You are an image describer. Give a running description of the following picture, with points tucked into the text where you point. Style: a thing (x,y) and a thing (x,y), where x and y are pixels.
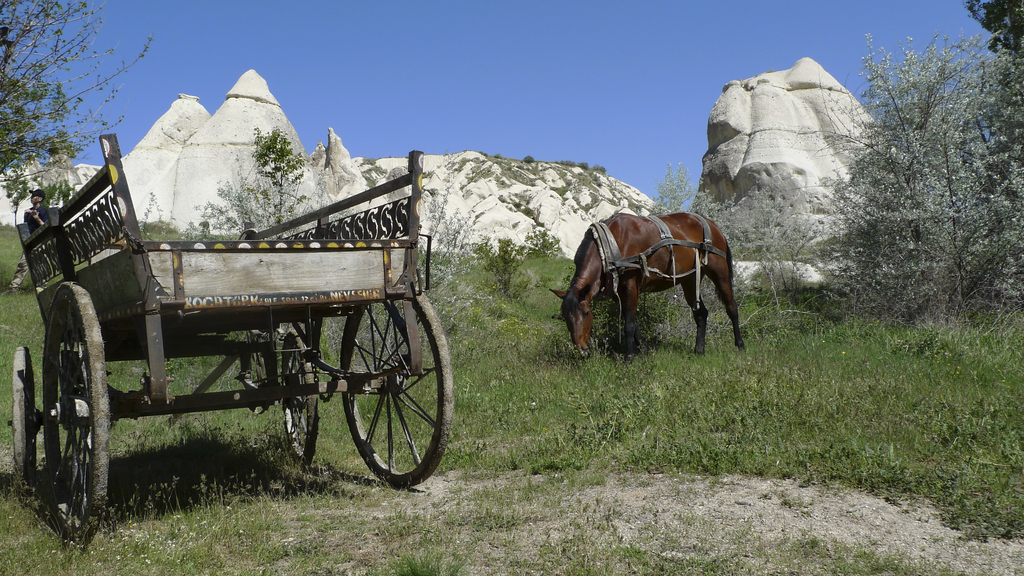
In this picture we can see cart (429,236) and horse (579,328) on the grass (704,354). There is a person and we can see trees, plants (945,312) and rocks (346,170). In the background of the image (571,82) we can see the sky (563,95).
